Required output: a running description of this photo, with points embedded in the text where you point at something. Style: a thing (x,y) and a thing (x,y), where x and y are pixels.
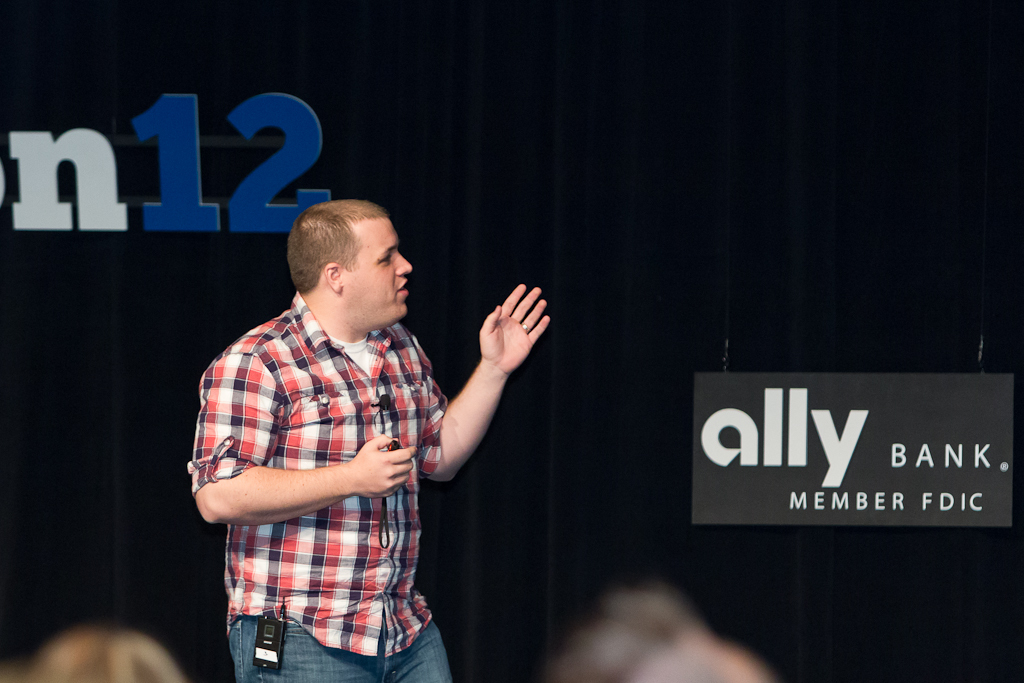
In this picture we can see a man (270,414) is explaining something. Behind the man (277,324), there are boards (212,213) and a curtain (514,208). At the bottom of the image (51,659), there are two blurred objects (74,666).
